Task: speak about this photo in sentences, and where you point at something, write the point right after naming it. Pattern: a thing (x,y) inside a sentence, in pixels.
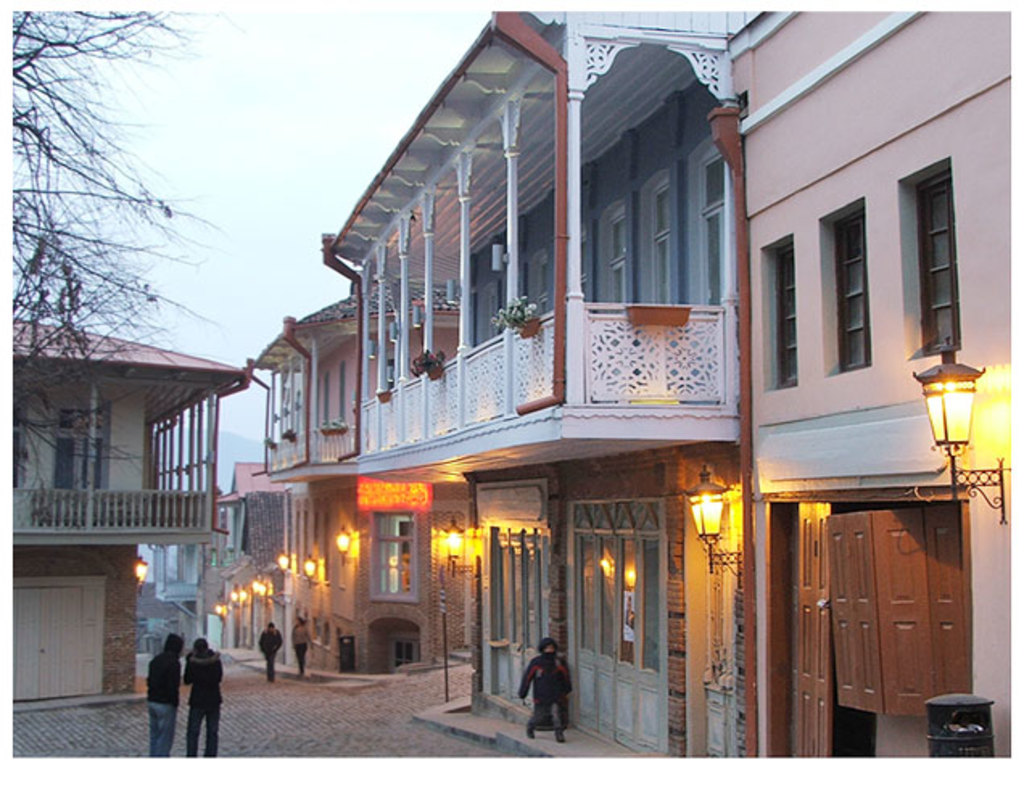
In this picture I can see few persons (206,689) in the middle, there are buildings (449,604) and lights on either side of this image. On the left side (173,302) there are trees (161,311), at the top (224,202) I can see the sky (255,201).
